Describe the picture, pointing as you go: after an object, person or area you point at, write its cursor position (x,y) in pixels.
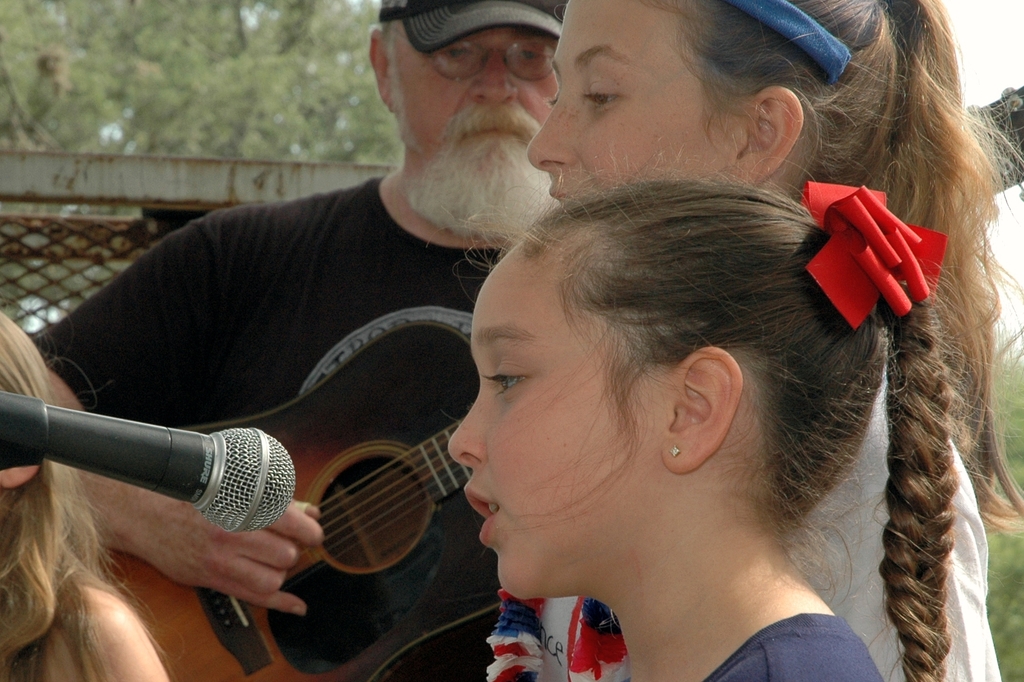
In this image, we can see kids (632,447) are standing in-front of microphone (208,479). At the background (353,314), human (353,314) is playing a guitar (397,494). He wear a cap (457,23) on his head (419,62). Left side (33,591), we can see another human (39,602). The background (100,229), there is a fencing rod (118,220) and trees (233,106).
